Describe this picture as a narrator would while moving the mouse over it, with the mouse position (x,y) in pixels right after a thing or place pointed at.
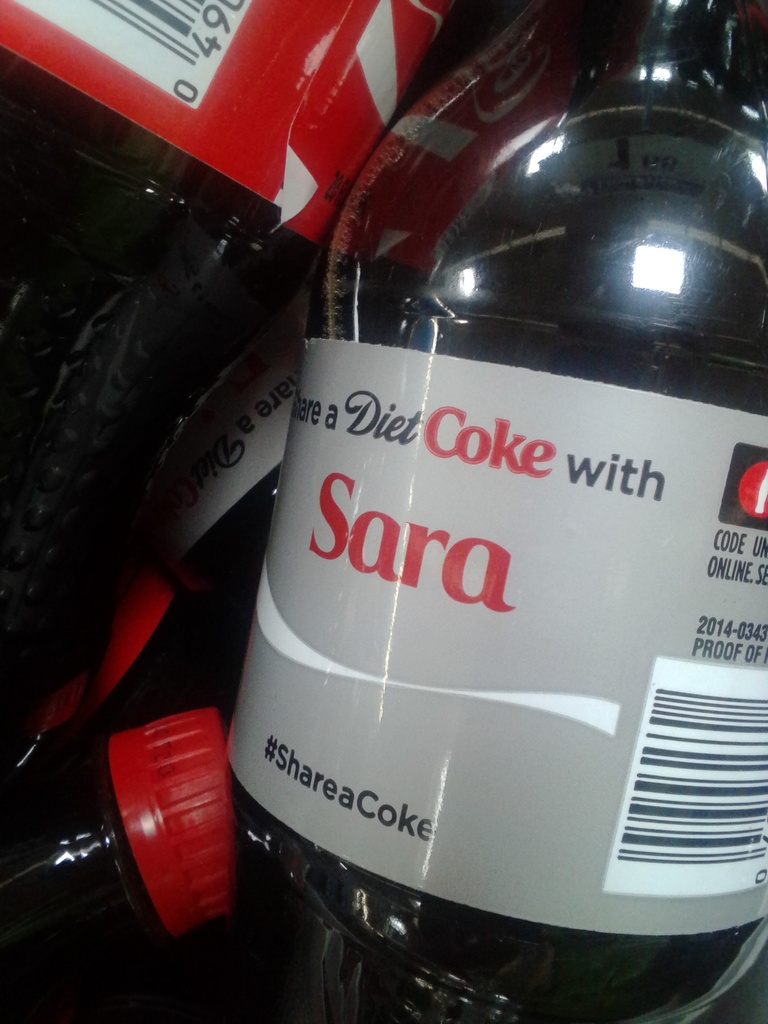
In this picture we can see bottles (238,316) of coke (197,674) with red color caps (214,753) and stickers (544,568) to it.
